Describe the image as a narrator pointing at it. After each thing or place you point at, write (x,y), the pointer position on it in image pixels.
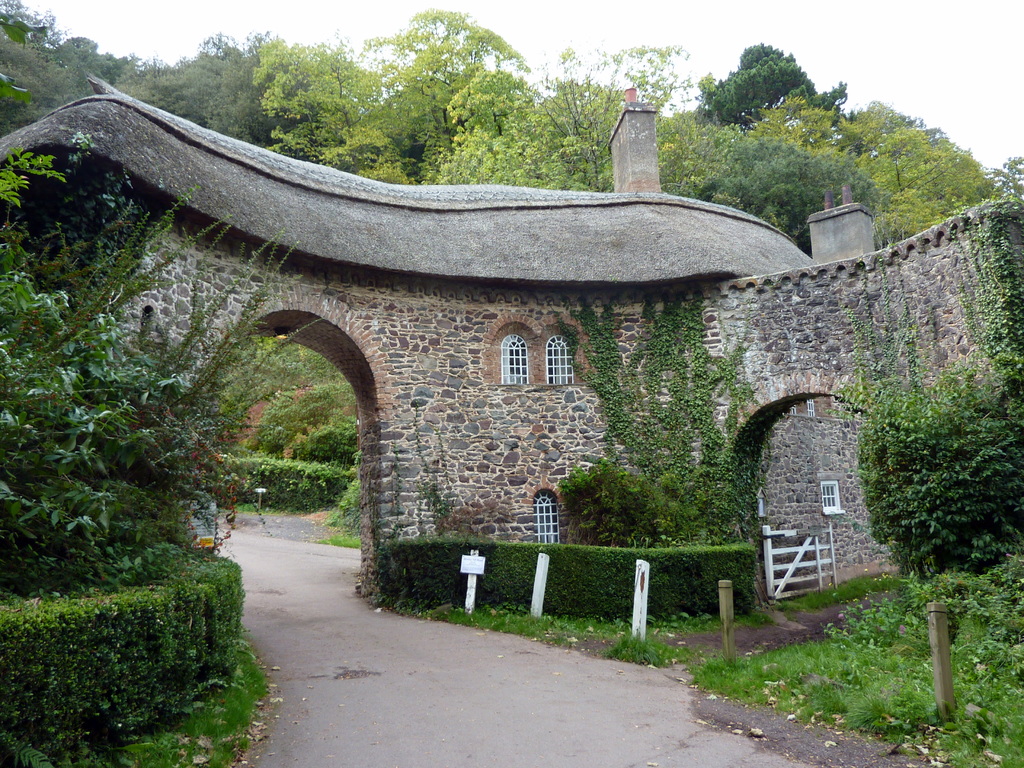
In this image there is a road (357,640), on either side of the road (293,627) there are plants (11,356), in the background (463,219) there is a monument (446,296), trees (138,89) and the sky (748,40).
